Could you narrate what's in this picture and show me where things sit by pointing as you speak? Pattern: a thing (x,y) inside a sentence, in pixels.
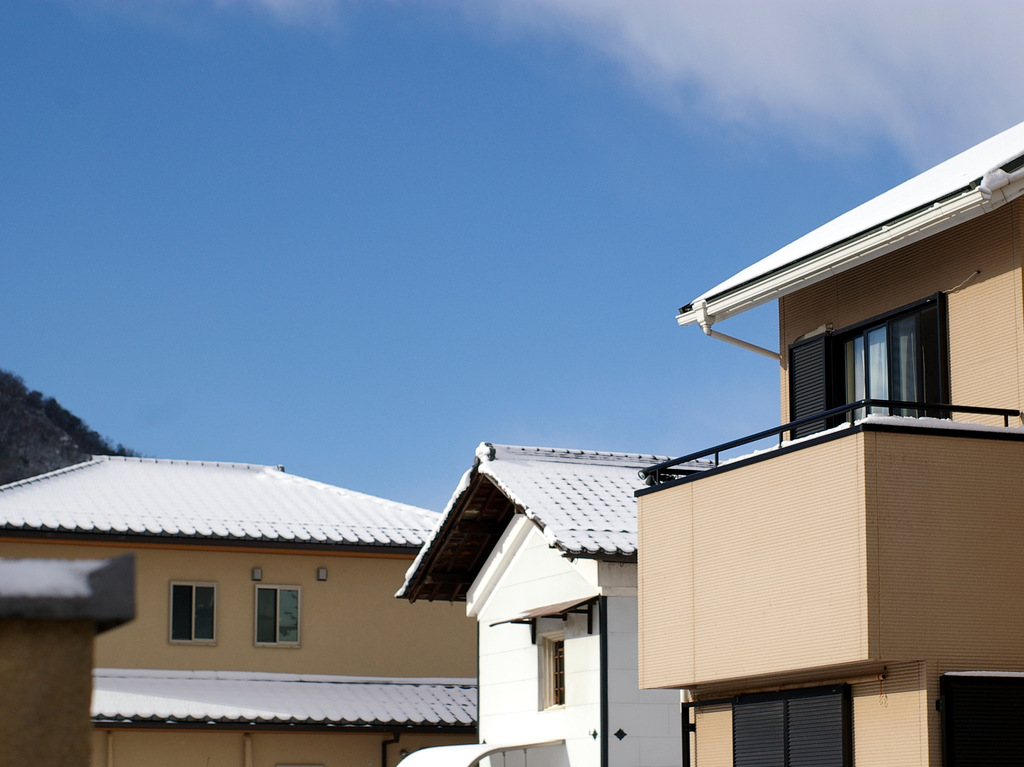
On the left side (201,556), there is a building (174,602) having a roof (153,526) and glass windows (263,624) and there is a mountain (16,434). On the right side (1003,255), there are two buildings (637,515) having roofs (967,205) and windows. In the background (882,31), there are clouds (870,38) in the blue sky (357,263).
